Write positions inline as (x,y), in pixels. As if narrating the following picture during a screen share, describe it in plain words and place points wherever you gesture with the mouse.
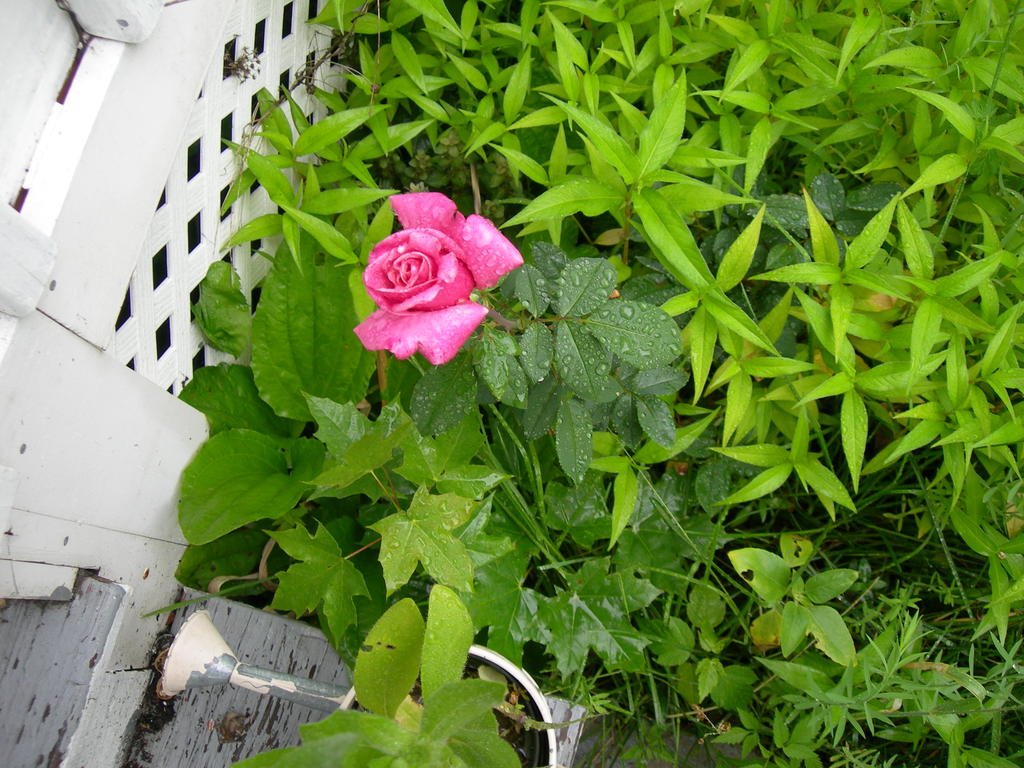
In this picture I can see a flower (420,267), there are plants (453,193) and there is fence (86,418).
